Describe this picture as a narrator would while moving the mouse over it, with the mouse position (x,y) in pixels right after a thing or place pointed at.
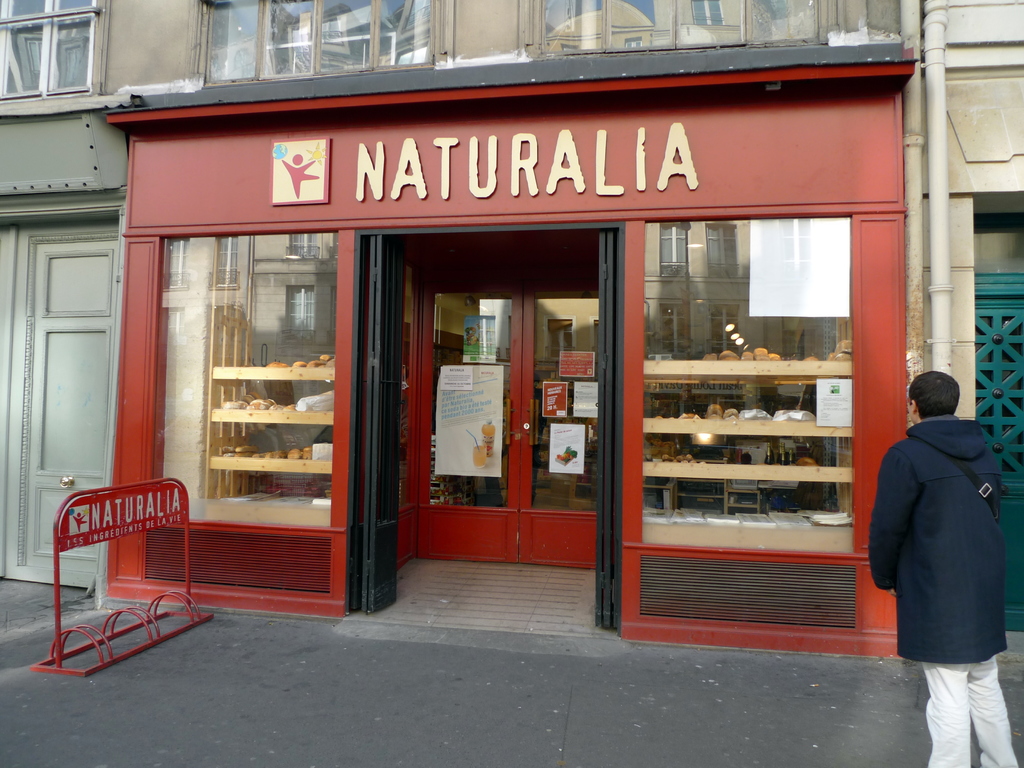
In this image we can see the building (513,29), food store (634,275), posters (768,242), pipes (934,43) and also the barrier (142,521). We can also see a person (938,716) standing on the road (696,715).
